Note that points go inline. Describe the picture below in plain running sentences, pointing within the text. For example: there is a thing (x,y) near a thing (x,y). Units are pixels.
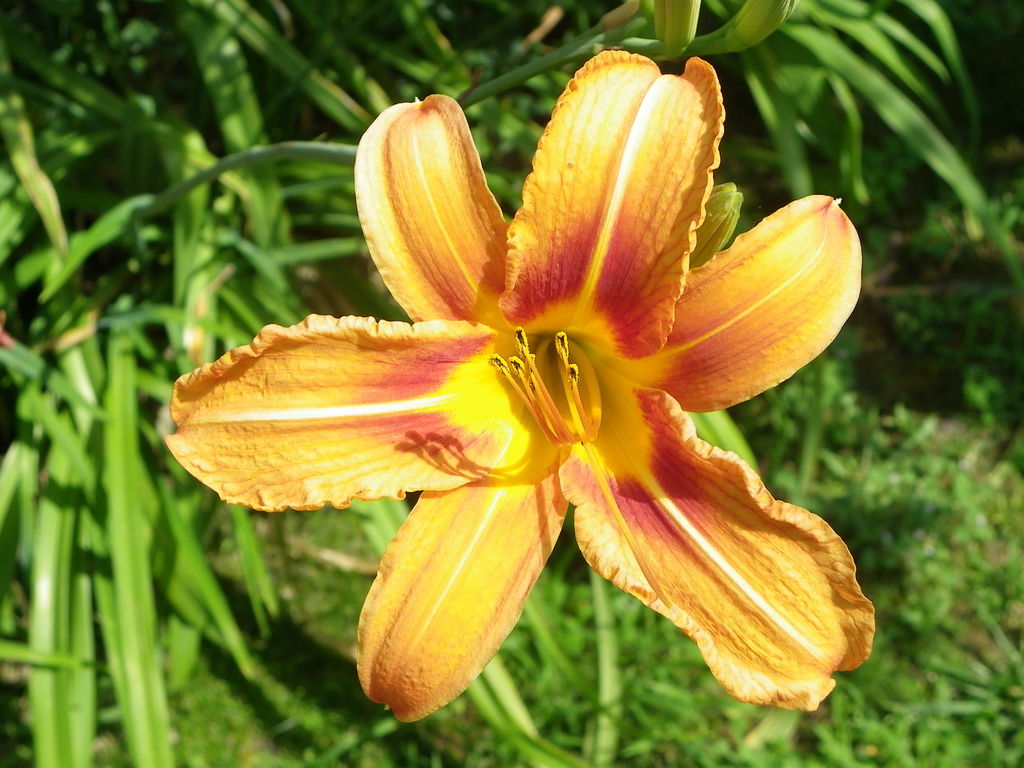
In this picture I can observe yellow color flower (546,406) in the middle of the picture (454,313). In the background (204,228) I can observe plants (207,215).
